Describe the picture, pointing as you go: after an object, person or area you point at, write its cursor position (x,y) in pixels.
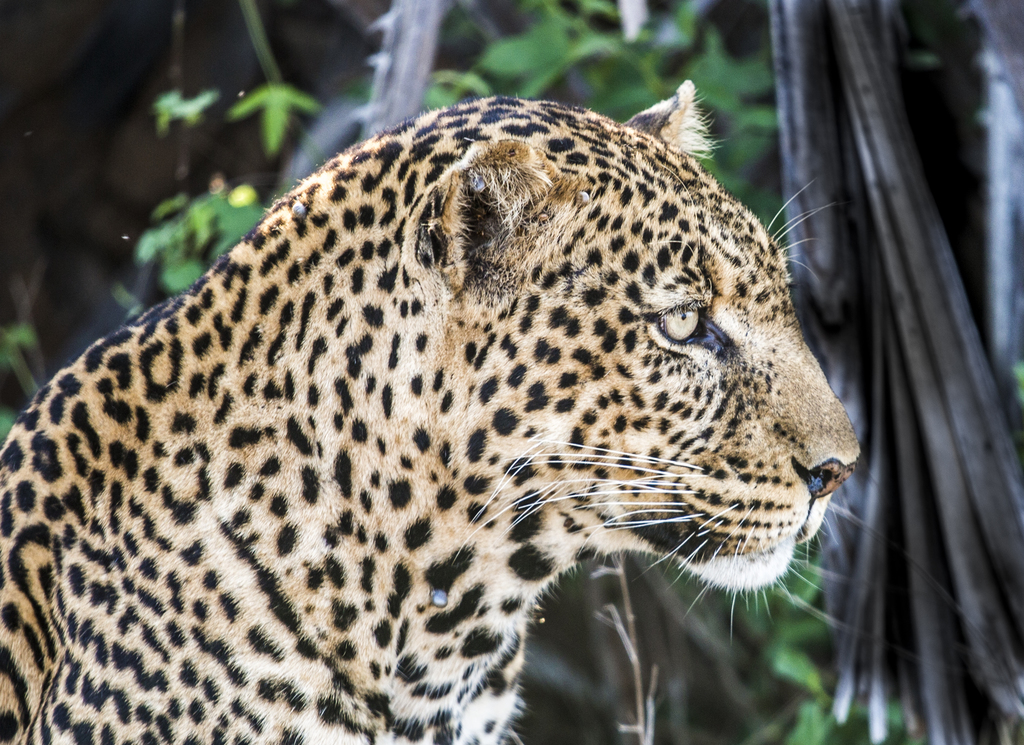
In this picture we can see an animal (265,334) and in the background (867,599) we can see leaves (600,54).
